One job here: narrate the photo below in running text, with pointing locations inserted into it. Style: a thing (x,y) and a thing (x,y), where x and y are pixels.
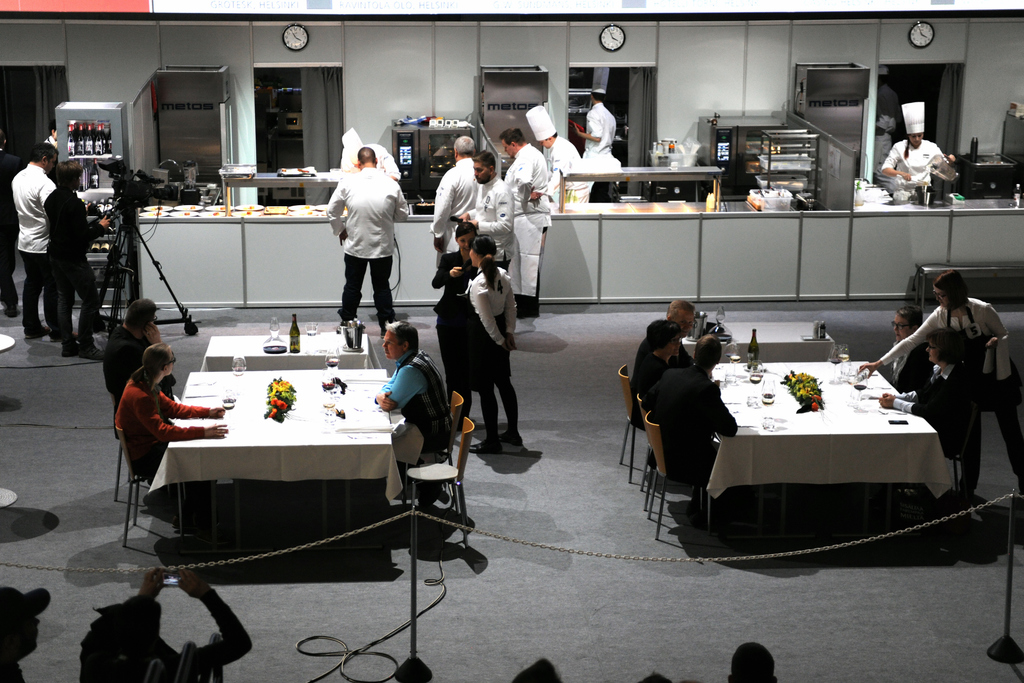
In this image there are group of persons (48,331) who are sitting and some of them are standing and there are some kitchen items (220,172) at the background of the image (279,171).
